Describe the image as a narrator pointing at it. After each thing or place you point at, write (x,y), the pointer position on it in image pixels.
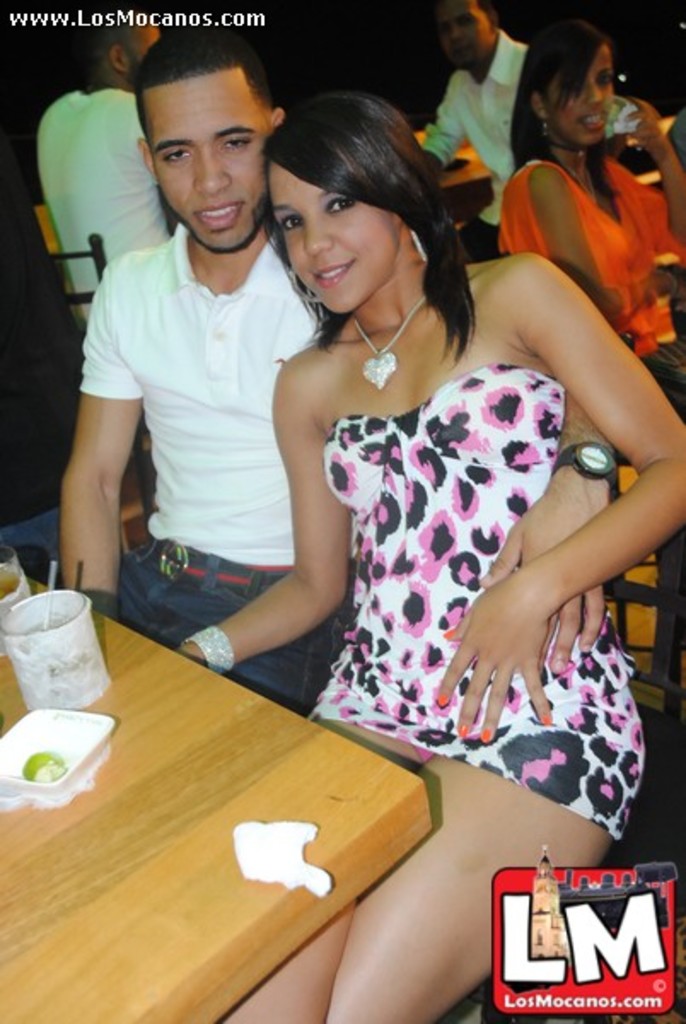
In this image there are group of people (334,608) sitting on a chair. There are glasses (87,654), bowl (109,724) and tissue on a table (80,805).
